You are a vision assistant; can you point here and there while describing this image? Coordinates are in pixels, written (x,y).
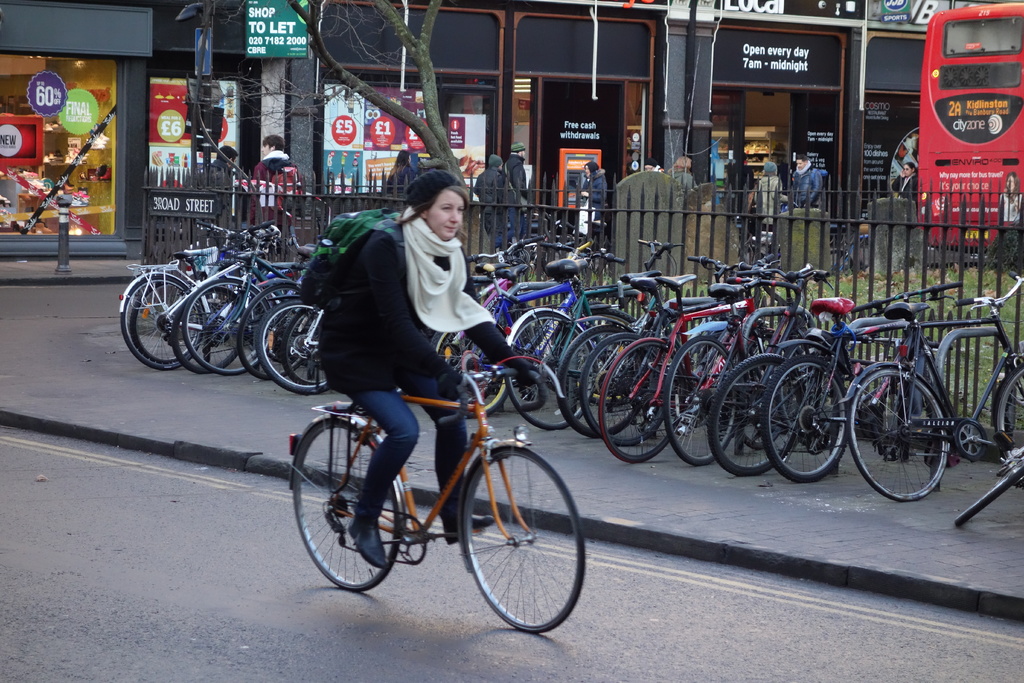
In the image we can see there is a woman (441,273) who is sitting on bicycle (447,497). On the other side on the footpath (92,276) there are cycles (258,314) parked on the road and there are people (596,163) standing on the road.
